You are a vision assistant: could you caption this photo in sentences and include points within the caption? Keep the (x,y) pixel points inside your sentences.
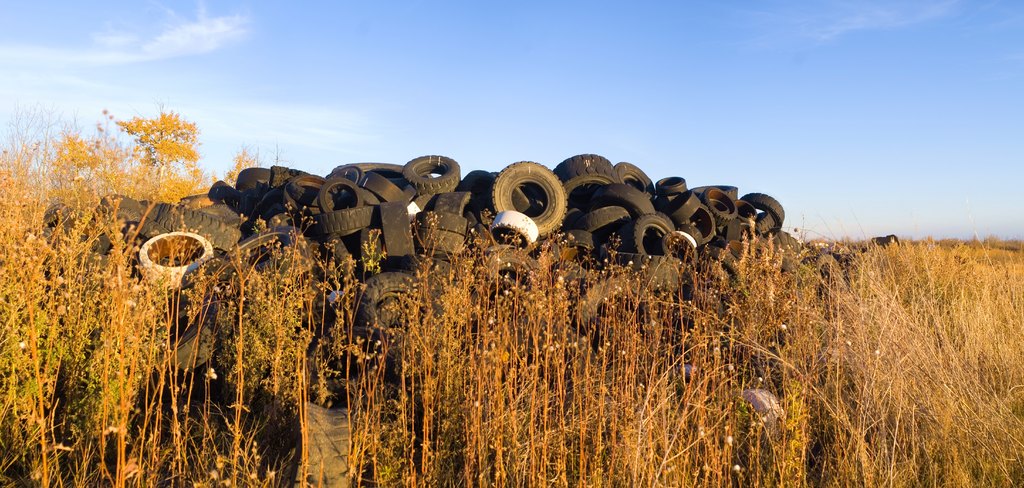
At the center of the image (403,256) there are so many tyres (340,234) on the surface of the grass (542,334). In the background (451,102) there is a sky (560,110).
